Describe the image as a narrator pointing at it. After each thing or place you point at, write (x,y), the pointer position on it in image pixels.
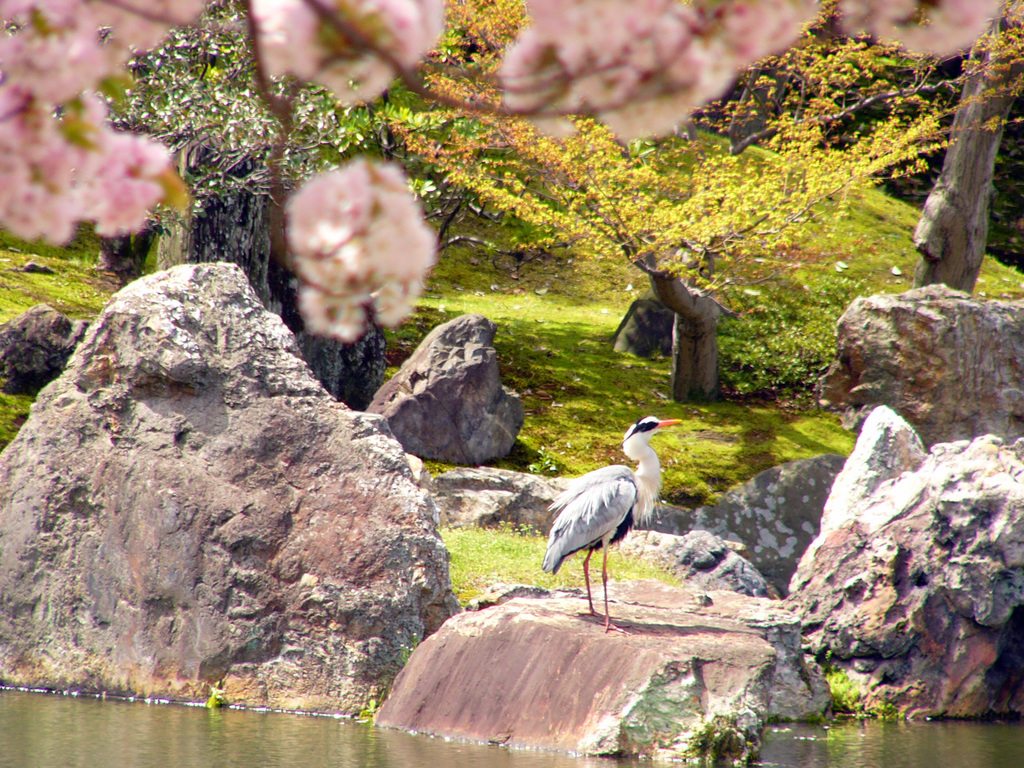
In the foreground of this picture (609,508), there is a crane (605,597) on the rock (594,649) and this image contains, water (271,737), plants (656,39), trees (673,248), and the grass (549,286).
